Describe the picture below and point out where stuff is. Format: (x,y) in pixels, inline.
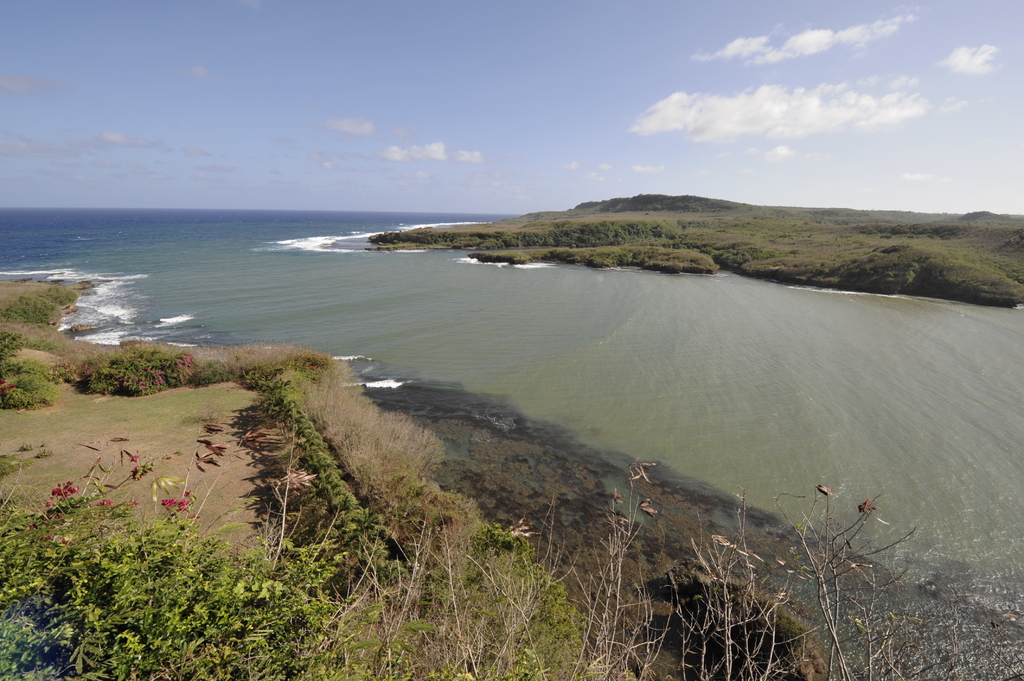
In this image I can see the water (451,347). To the left (291,642) I can see the grass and the red color flowers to the plant (176,645). In the background (561,231) I can see the grass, clouds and the sky (247,148).
